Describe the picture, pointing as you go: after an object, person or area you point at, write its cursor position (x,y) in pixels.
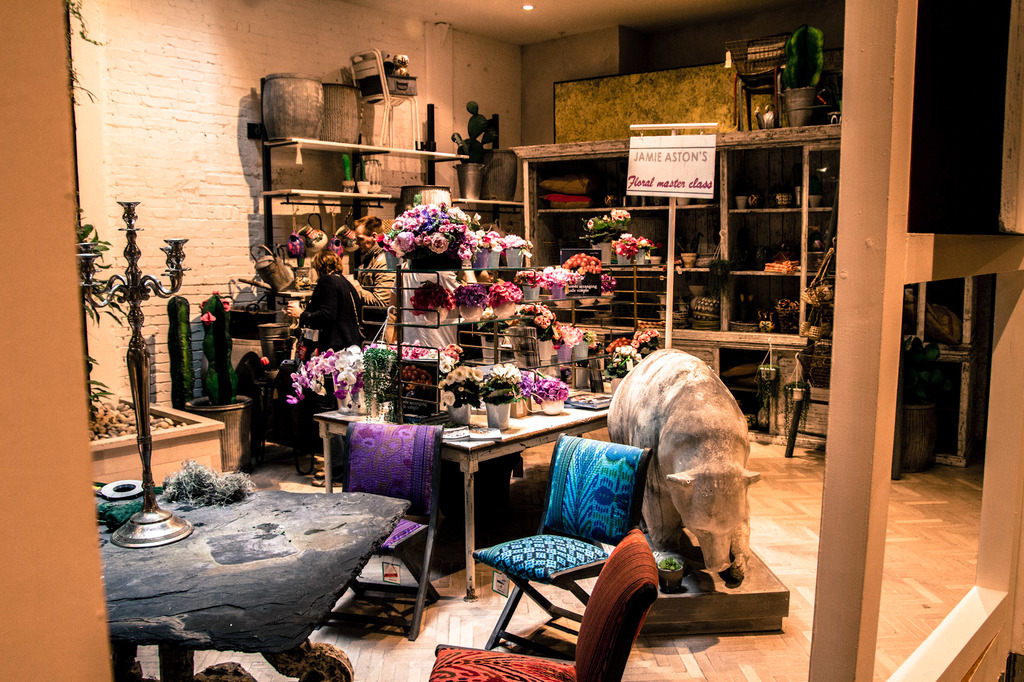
This picture is inside the room (452,545), there are two persons (375,247) are standing behind the room (393,160). There are flowers pots (477,382) on the table (485,414). There is a sculpture (726,407) in the middle of the picture (642,410). At the top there are shelves (576,153) and there are chairs (367,434) in the front (540,512).
